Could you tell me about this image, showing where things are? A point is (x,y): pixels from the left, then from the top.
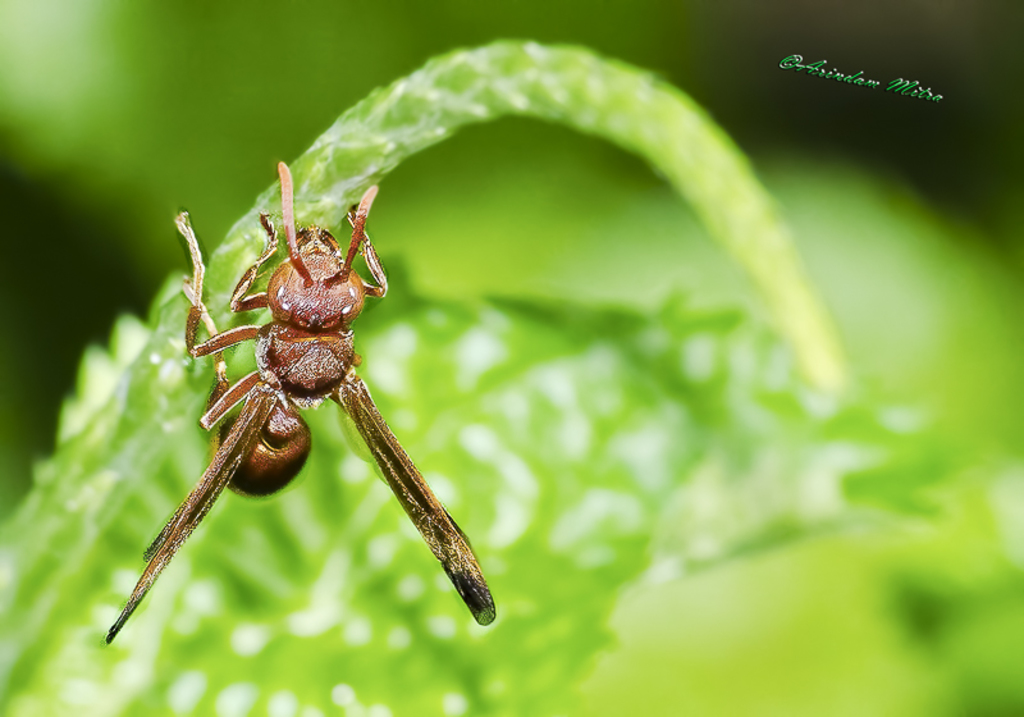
In this image we can see an insect (297,432) on the leaf (321,411).
